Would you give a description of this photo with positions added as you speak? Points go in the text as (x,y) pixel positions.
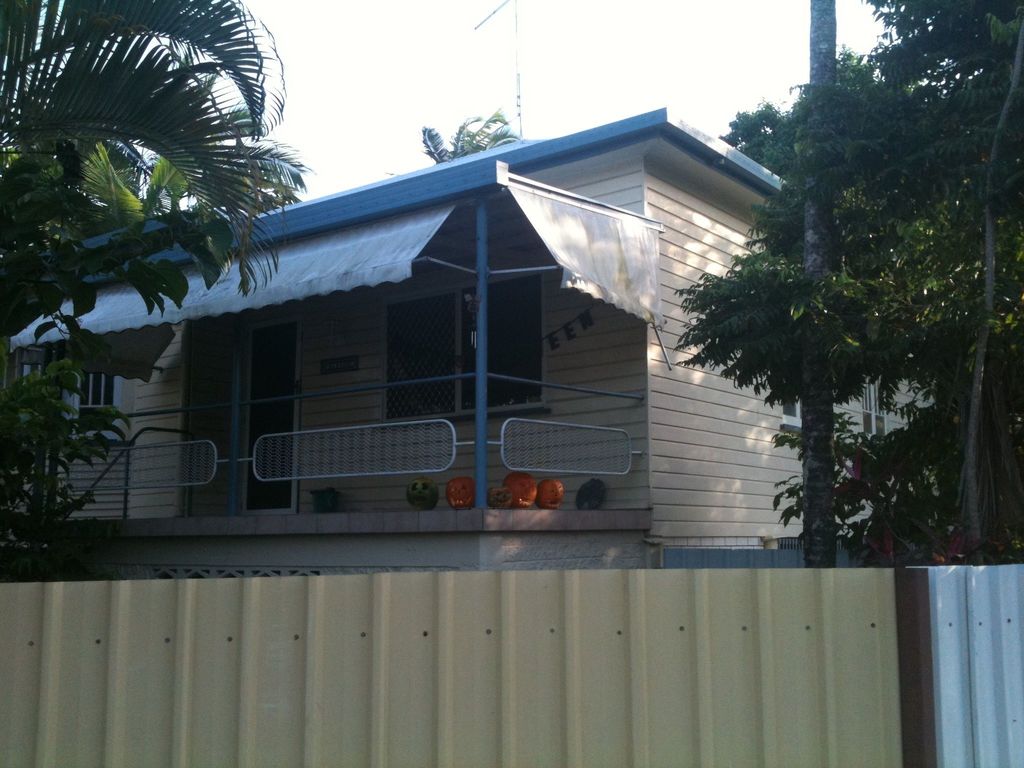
In this picture we can see a building (373,545) with windows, pumpkins (427,505), trees (46,223), wall (753,613) and in the background (331,71) we can see the sky (513,88).
